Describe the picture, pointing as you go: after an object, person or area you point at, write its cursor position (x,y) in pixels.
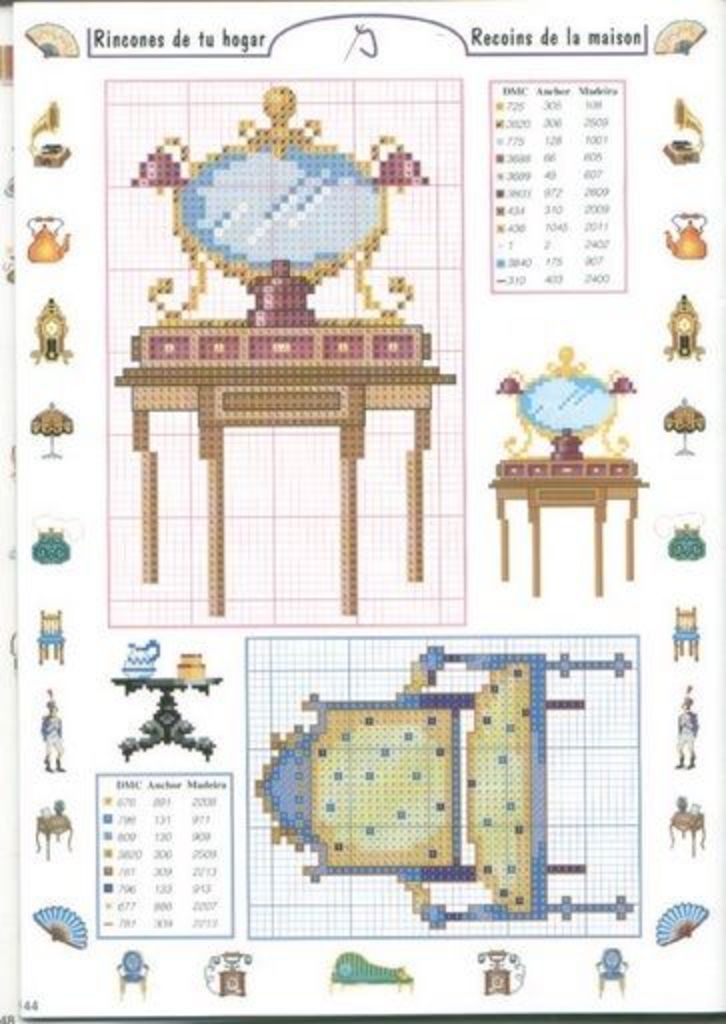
In this image we can see depictions of chairs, tables (171,389), images (32,229) and some text (538,283).
